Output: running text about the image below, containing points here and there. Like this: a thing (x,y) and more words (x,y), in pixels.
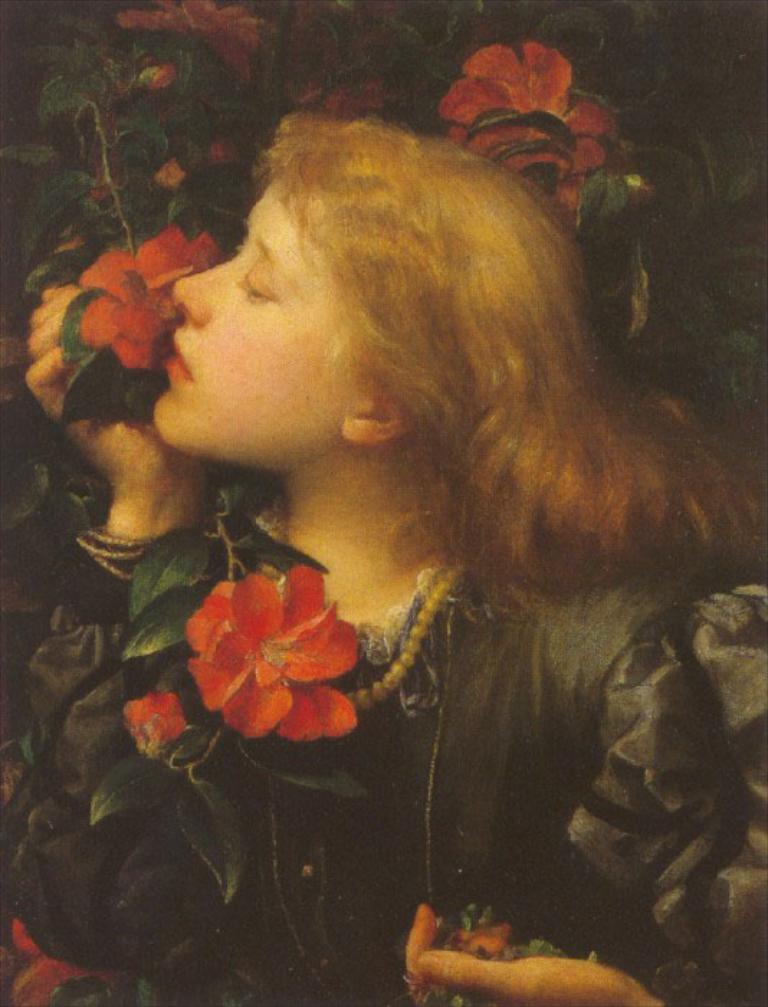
In this image I can see depiction picture where I can see a woman (195,456) and few flowers (350,92).
